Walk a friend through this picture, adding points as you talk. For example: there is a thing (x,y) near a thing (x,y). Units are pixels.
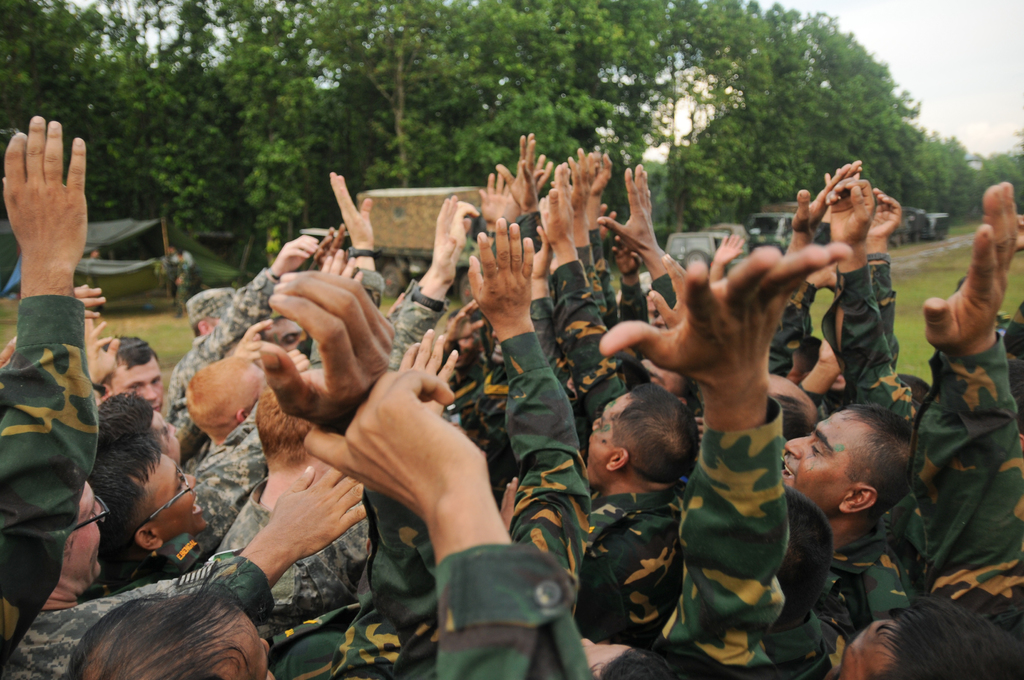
Here we can see few persons (248,567) are standing and raised their hands (335,533) up. In the background (301,229) there is a tent (121,244), vehicles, trees (53,56) and clouds (978,54) in the sky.
